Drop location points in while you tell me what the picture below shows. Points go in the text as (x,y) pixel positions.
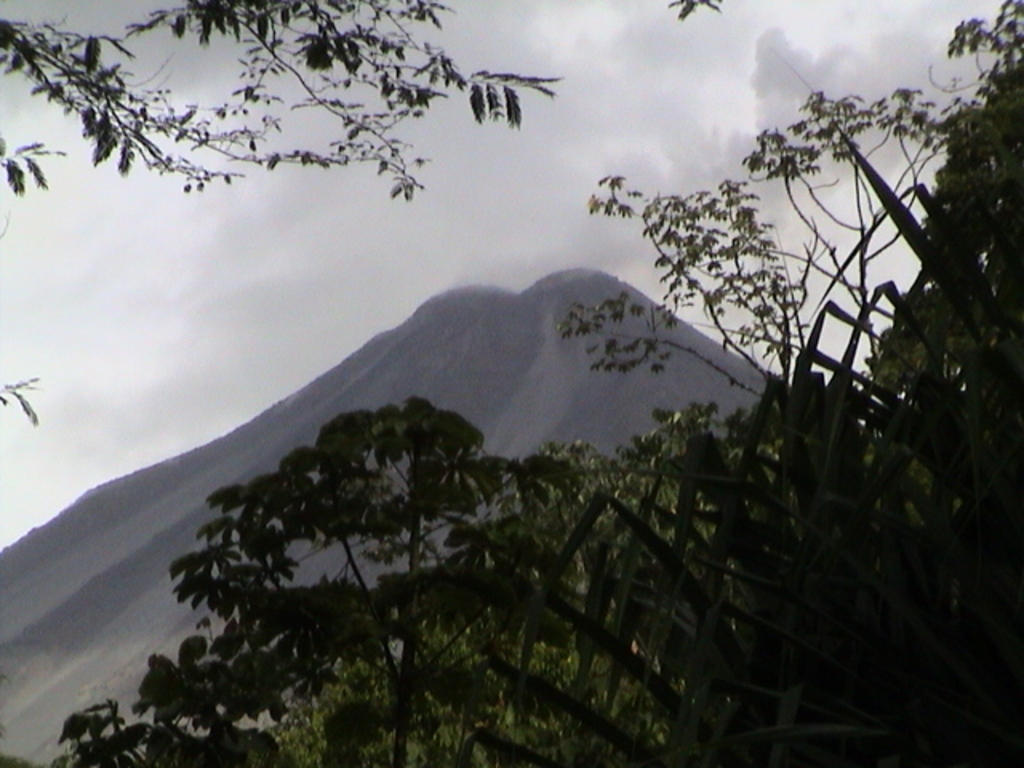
At the bottom (727,633) we can see plants (855,574) and trees (445,596). On the left side (70,103) at the top corner (70,103) there is a tree (94,59). In the background (491,446) we can see a mountain (406,382) and clouds (307,171) in the sky (75,62).
